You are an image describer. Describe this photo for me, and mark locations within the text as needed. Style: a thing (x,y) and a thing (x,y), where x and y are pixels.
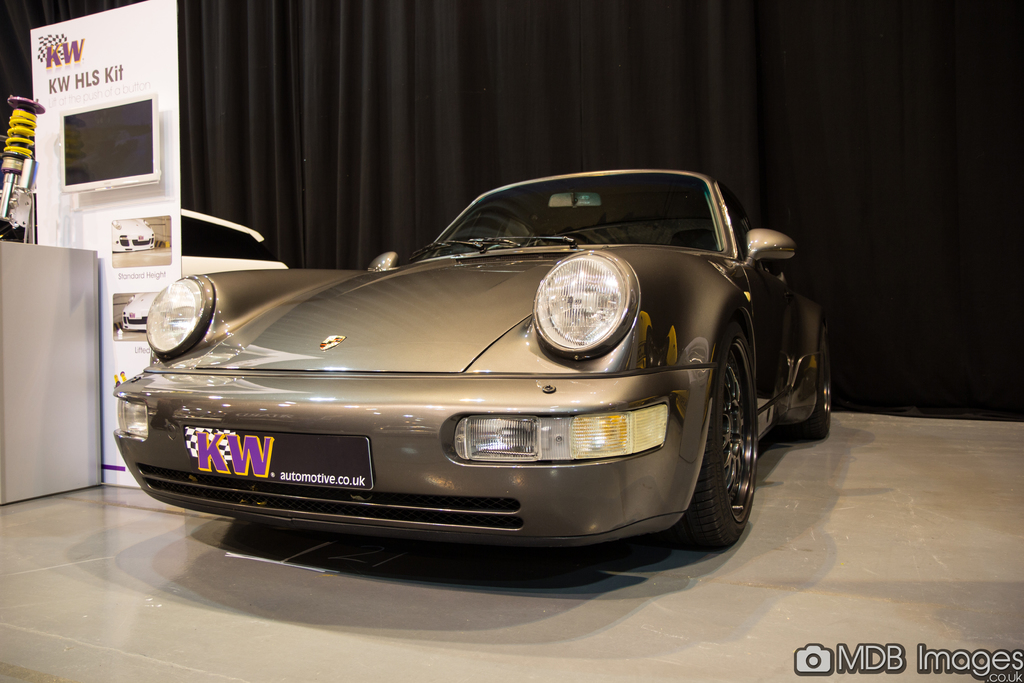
In this image I can see the floor (862,536), a car (502,347) on the floor (880,560) and in the background (479,148) I can see the black colored curtain (439,83), a white colored board (170,57), a television screen (126,122) to the board (132,44) and few other objects (78,273).
